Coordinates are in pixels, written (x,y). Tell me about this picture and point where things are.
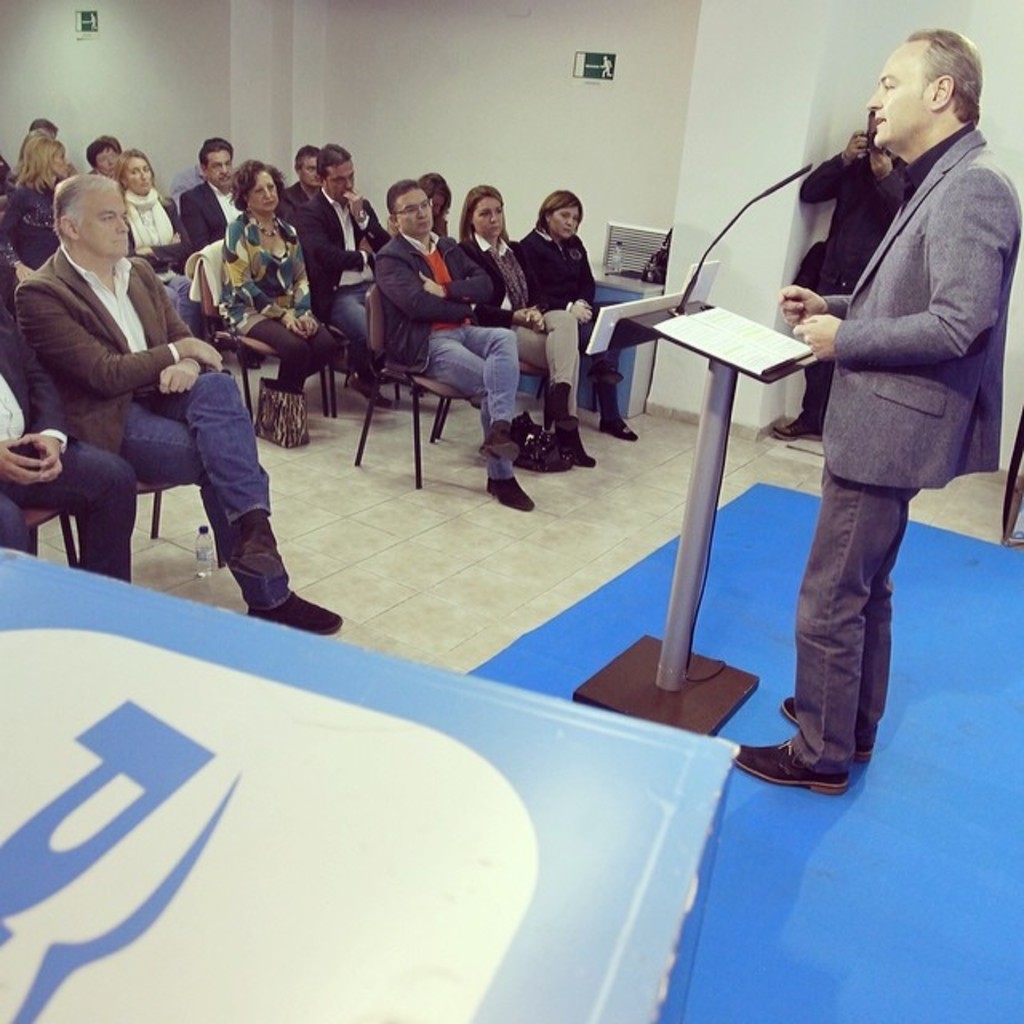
In this image I can see a person (992,437) standing wearing gray color dress (938,435), in front I can see a podium (707,281) and a microphone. Background (690,125) I can see few other persons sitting on the chairs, and wall (401,131) is in white color.
